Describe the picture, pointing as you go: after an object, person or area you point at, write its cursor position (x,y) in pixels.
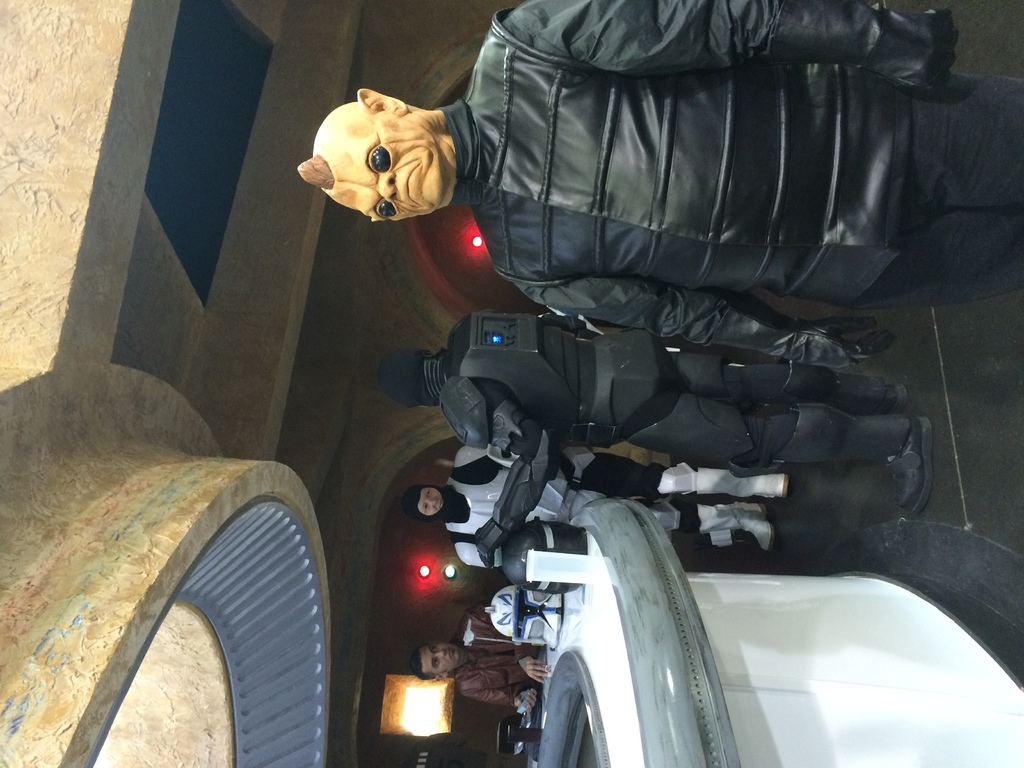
In this picture I can see there are few people (540,448) standing and on to left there is a table (826,731) and there are lights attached to the ceiling (299,545) and in the backdrop (340,436) there is a wall (353,444).
